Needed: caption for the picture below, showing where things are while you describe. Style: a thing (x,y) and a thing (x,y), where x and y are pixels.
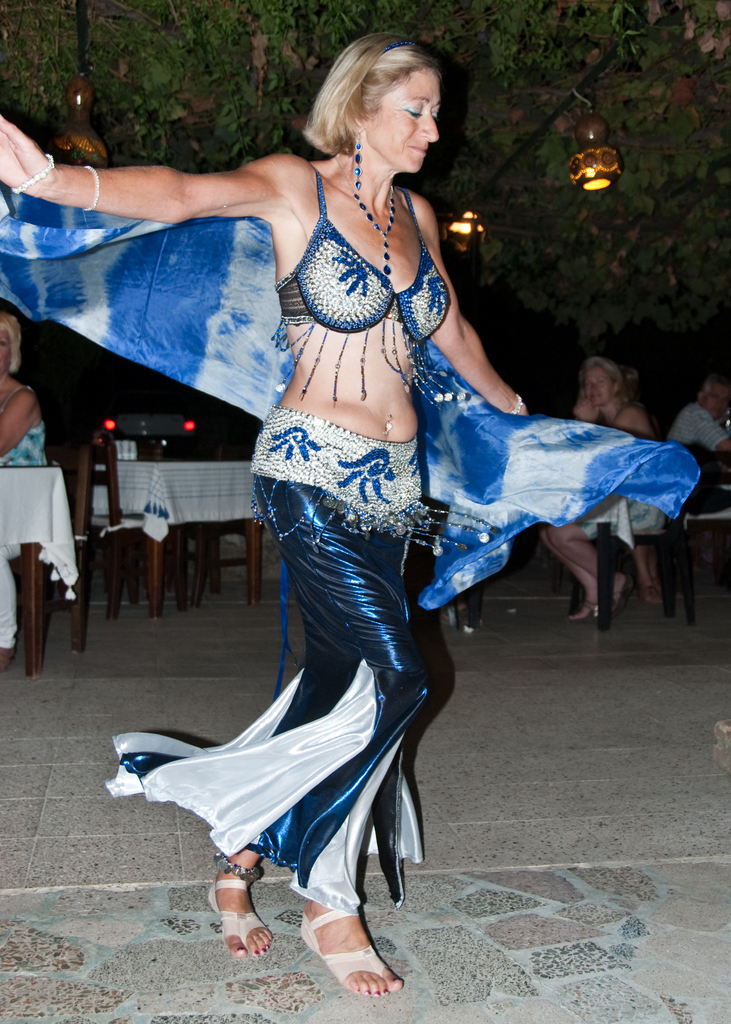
In this picture there is woman (370,720) dancing. She is dressed in blue. Behind her there are people (573,542) sitting on chairs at the tables (60,496). A cloth (29,491) is spread on the table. In the background (223,106) there is tree (226,35) and lights (590,169) hanging to it.
